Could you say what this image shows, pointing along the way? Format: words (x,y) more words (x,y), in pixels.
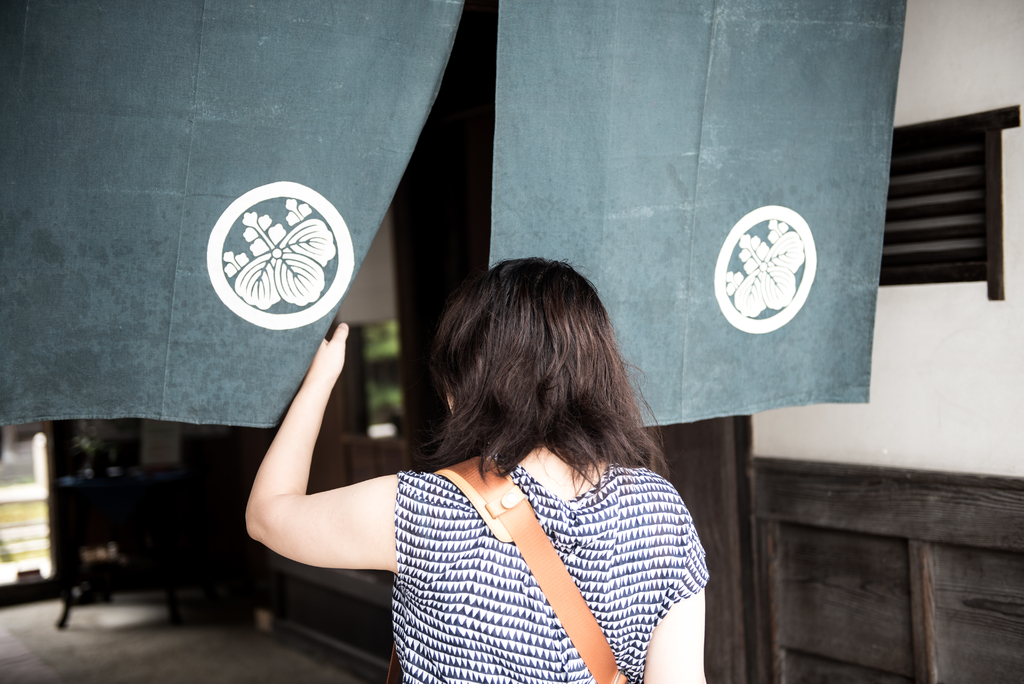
In the picture I can see a woman (482,607) wearing a white and blue color top (496,606) is carrying a bag (533,552) and standing here. Here we can see clothes (807,319) upon which we can see some logos (298,273). The background of the image (33,557) is slightly blurred, where we can see a few objects (26,576).
